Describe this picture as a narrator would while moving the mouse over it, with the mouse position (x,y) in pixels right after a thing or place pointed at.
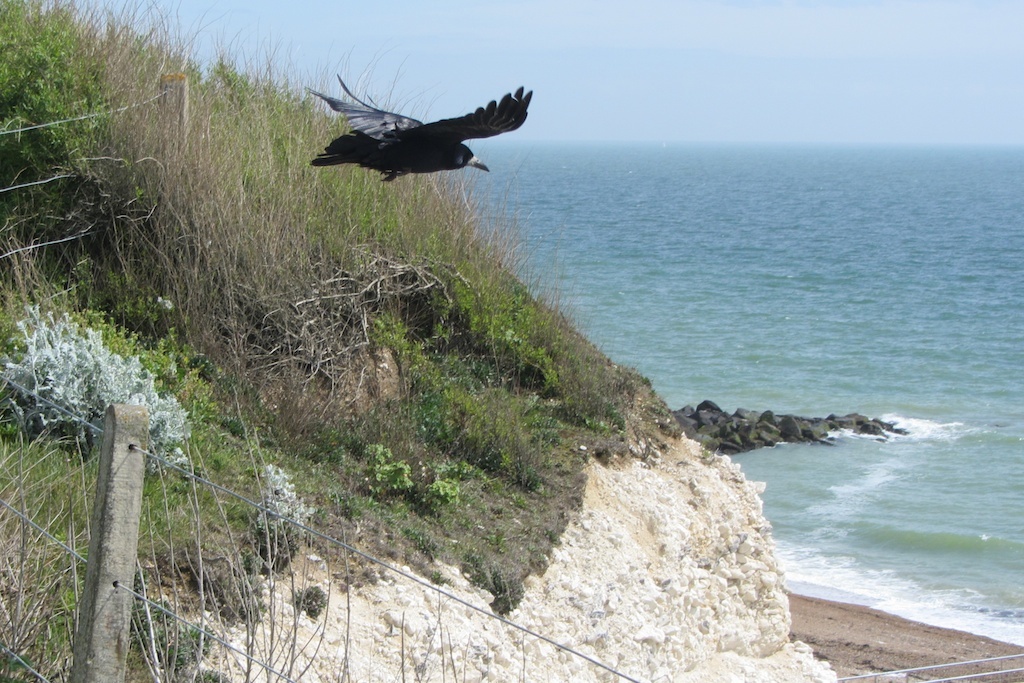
In this image, we can see a bird (476,126) and some water (804,571). We can also see the ground (856,632) and a hill (141,528). We can see some grass (160,494), plants (480,319). We can also see the fence (124,504) and the sky (676,61).
